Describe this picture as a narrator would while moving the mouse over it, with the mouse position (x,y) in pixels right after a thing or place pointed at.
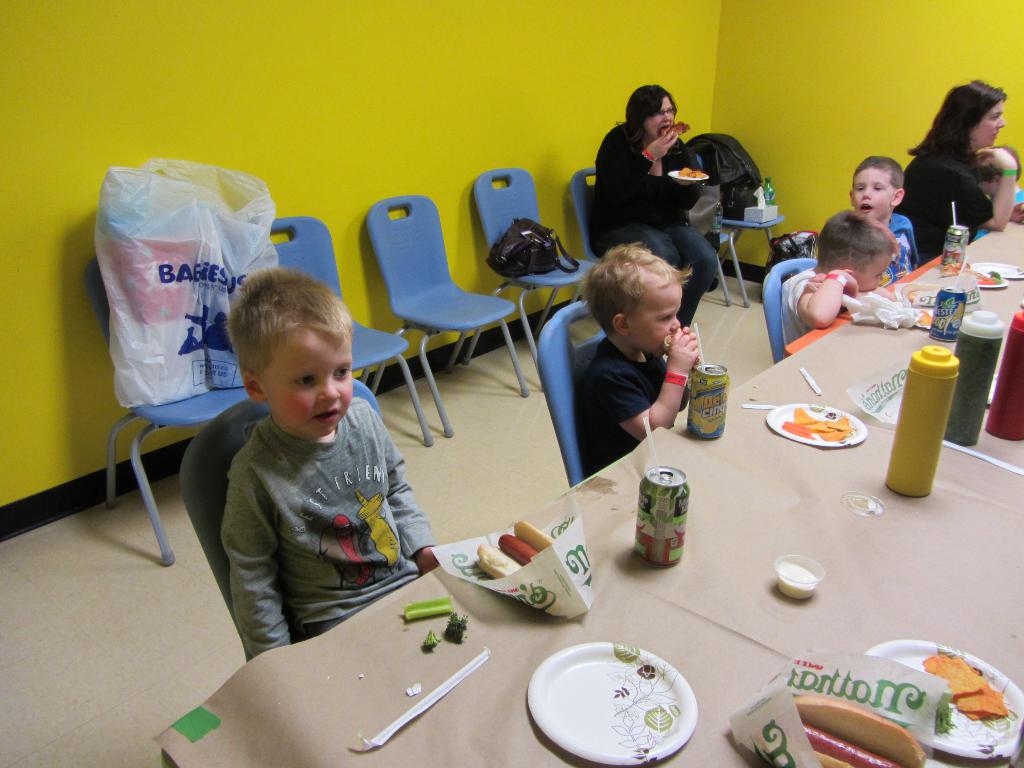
In the image there are chairs (422,352) and table (657,580). On the table (652,606) there are foods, cans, bottles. Few kids (835,226) are sitting on the chair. There are two ladies (940,135) sitting on the chair (582,184). On the chair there are bags (223,232). The wall (447,236) is yellow in color.
